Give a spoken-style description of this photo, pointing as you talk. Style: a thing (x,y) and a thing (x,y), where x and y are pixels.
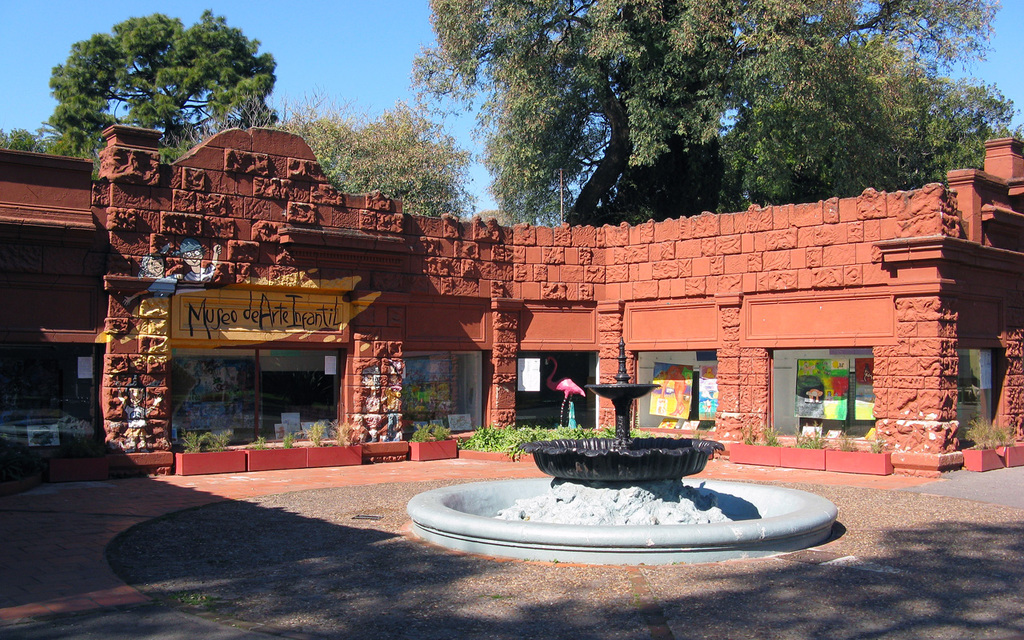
In this picture I can see the path (484,561) in front and I see a fountain (620,465). In the middle of this picture (461,270) I see a building (808,292) and I see a board (187,305) on which there is something written and I see few plants (425,430). In the background (40,23) I see number of trees (686,87) and the sky (55,45).
